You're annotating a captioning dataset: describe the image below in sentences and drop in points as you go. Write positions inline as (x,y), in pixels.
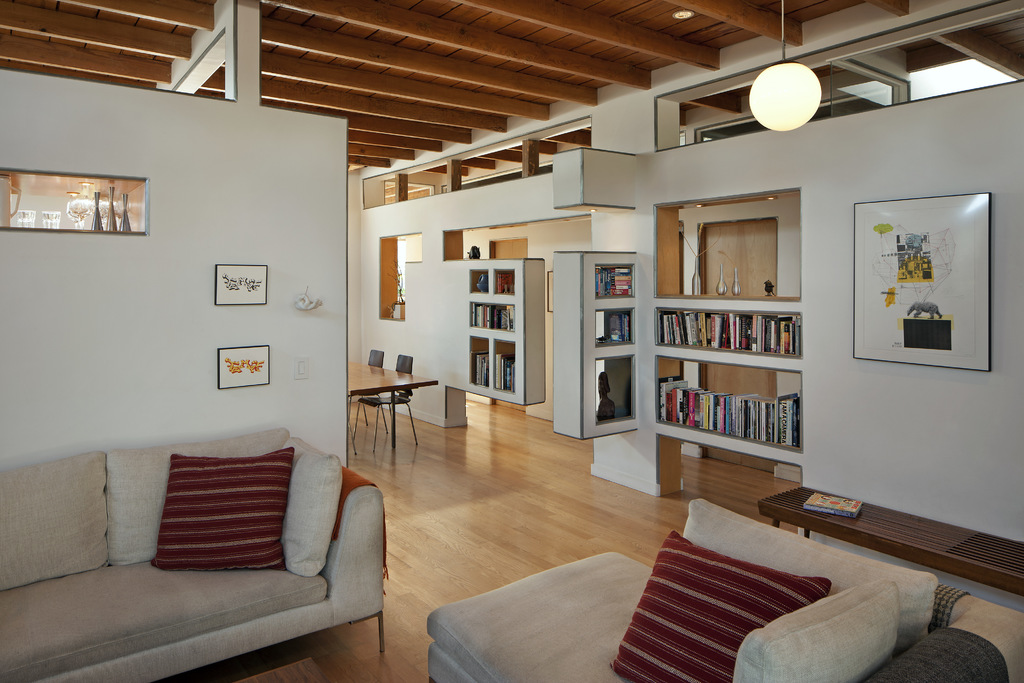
In this image i can see a couch (356,526), pillows (254,520), books (793,404) which are in the shelves (661,355), paintings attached to the wall (223,255), light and a dining table (392,396).
